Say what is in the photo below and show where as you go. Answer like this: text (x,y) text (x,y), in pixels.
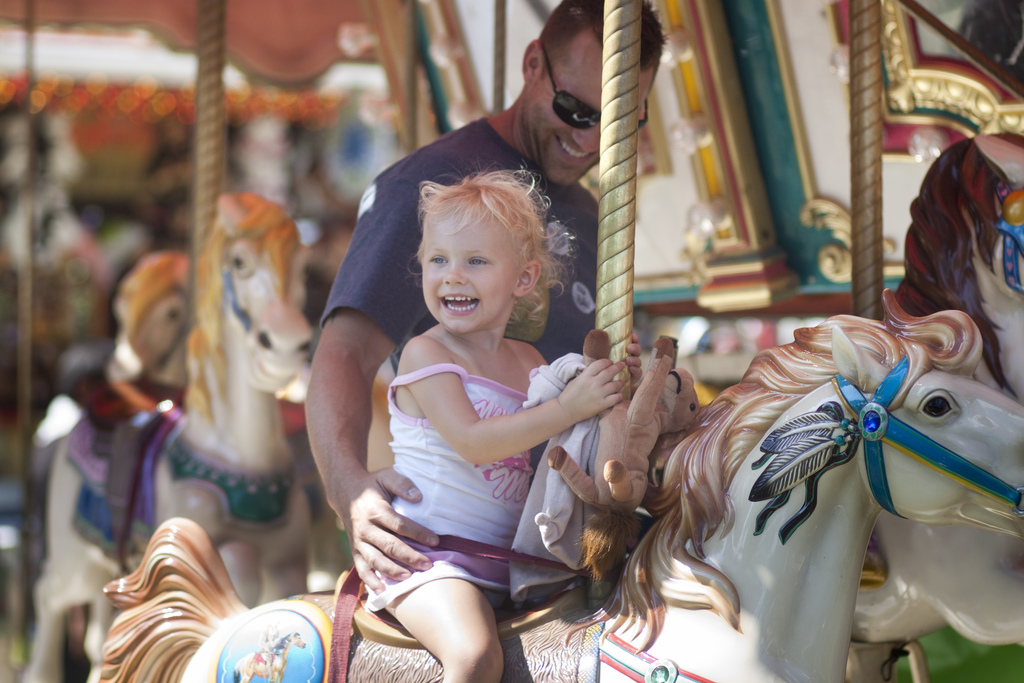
This image is taken in a play station (100,343). In this image a kid (447,632) is sitting on the toy horse (888,356), at back of the kid (442,285) a man (416,312) is standing with a smiling face (577,142). There are many toy horses (164,381) in this image.
